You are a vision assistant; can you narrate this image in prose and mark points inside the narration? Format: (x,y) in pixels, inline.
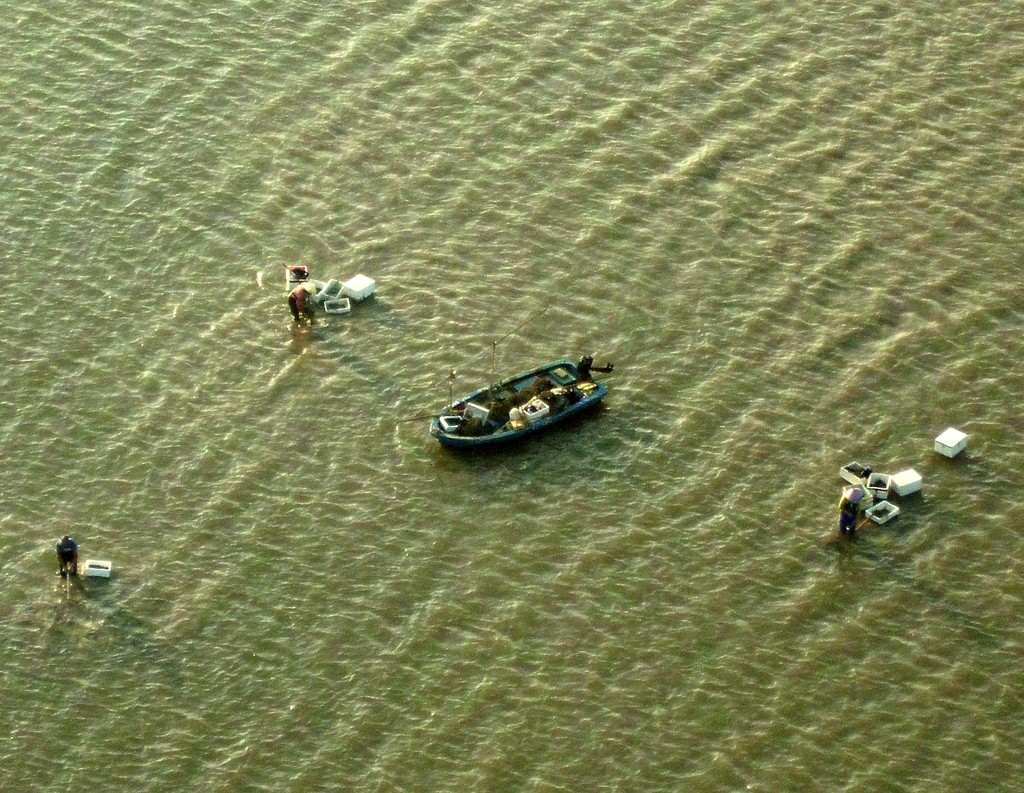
In this image, there are three persons (298,310) standing. I can see a boat (484,431) and boxes (900,488) on the water (835,489).
